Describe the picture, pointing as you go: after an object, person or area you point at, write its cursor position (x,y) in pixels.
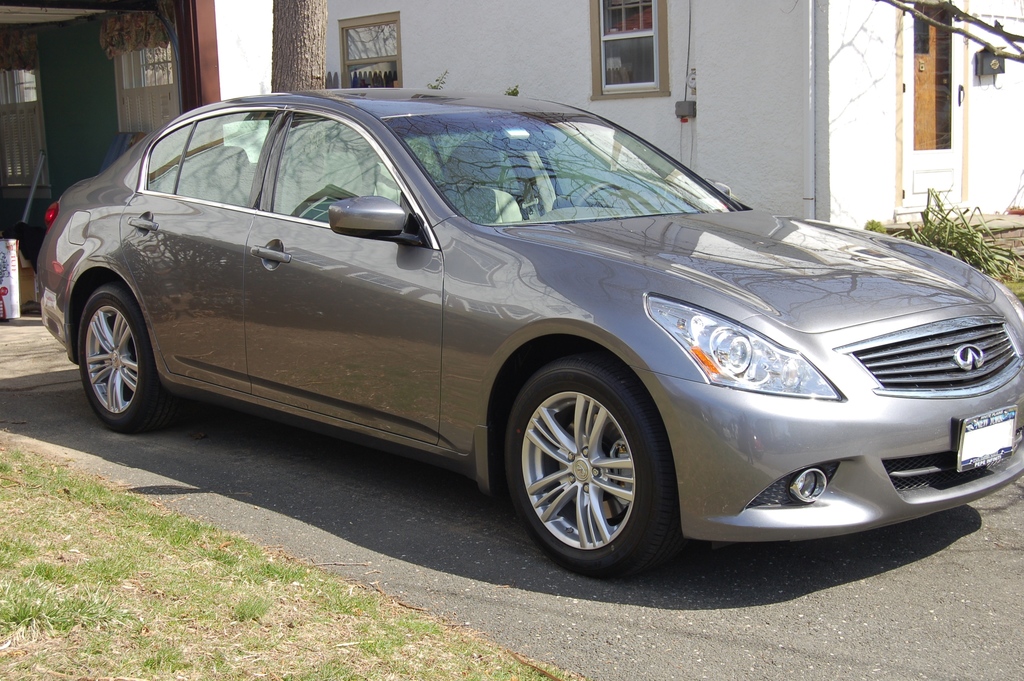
In the foreground of the picture (282,327) we can see grass (159,583), road (449,479) and a car (420,306). In the background (566,79) there are house (691,100), tree (311,41), plant (958,224), windows (29,75) and other objects (16,238).
